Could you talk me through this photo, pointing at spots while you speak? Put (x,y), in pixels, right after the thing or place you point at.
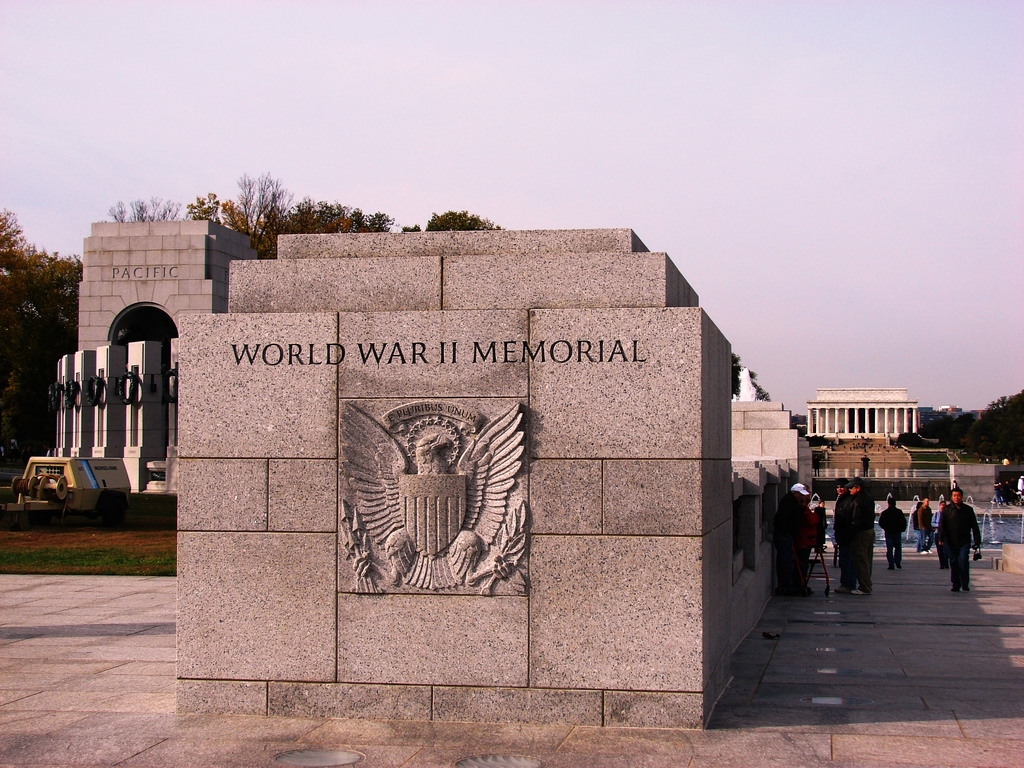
In this picture there is a stone architecture (420,474) in the center (409,400). On the stone (345,536), there is a picture (348,469) engraved on it. Towards the right (783,498), there are people (897,514) moving around. Towards the left (141,287) there is a architecture (84,405) and a vehicle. In the background (778,371) there are buildings (878,398), trees (913,438) and a sky (796,144).
